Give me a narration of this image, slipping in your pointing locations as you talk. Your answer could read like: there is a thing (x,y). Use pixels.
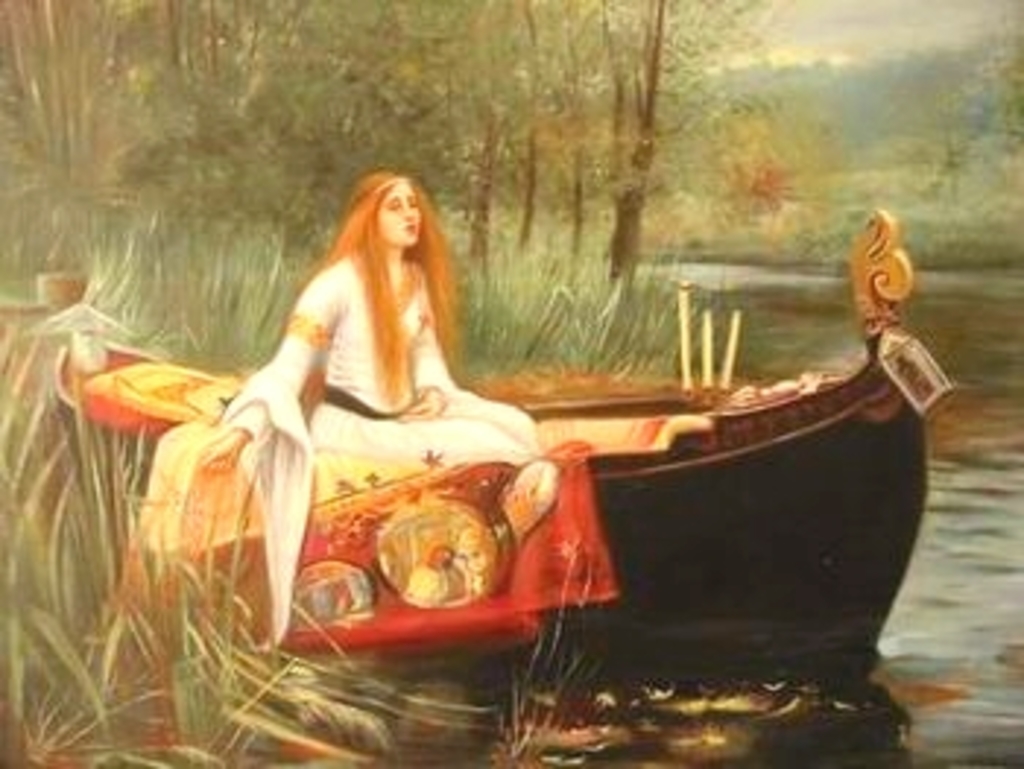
This is an painting of a woman (299,386) sitting on a boat (820,450) wearing a white dress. There is water (938,543) and trees (512,122).
